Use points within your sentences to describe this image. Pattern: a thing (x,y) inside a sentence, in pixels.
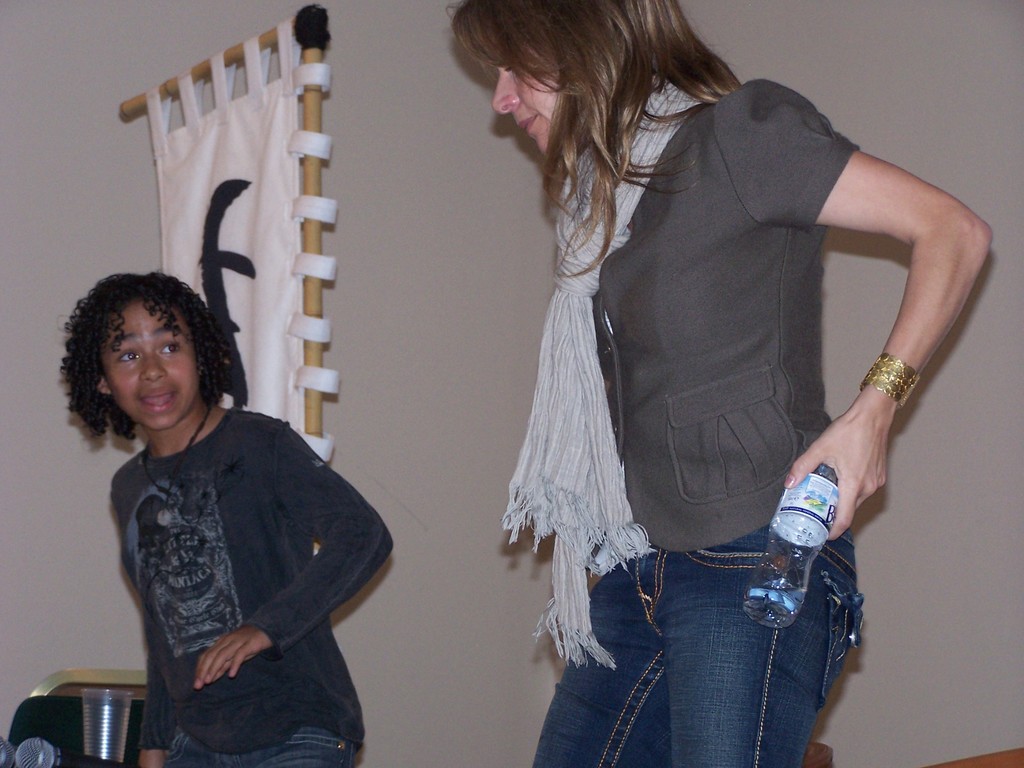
This image consists of a woman (570,427) and a boy (178,640) dancing. She is holding a bottle (769,595). In the background (437,403), there is a wall (474,274) on which there is a frame (309,179) is fixed. To the left (111,723), there is a glass (106,710).
